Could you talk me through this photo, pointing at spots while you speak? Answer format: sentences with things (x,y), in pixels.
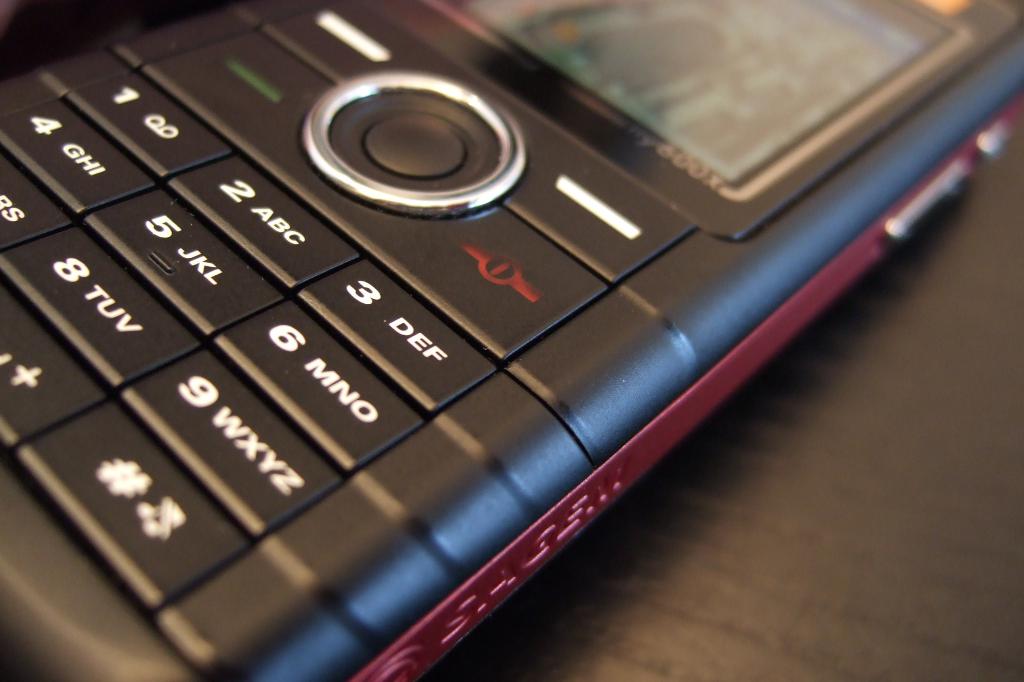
In this picture we can see a mobile (202,397) on a platform (593,606).
